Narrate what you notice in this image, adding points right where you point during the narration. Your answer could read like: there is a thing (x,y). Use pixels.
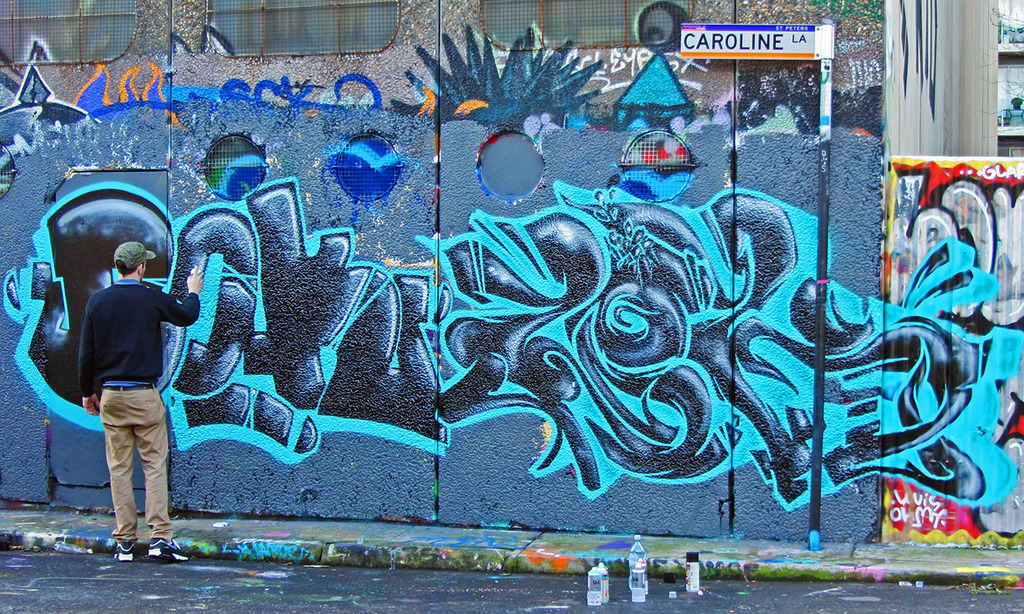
There is a person (147,469) standing and holding bottle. We can see graffiti (338,258) on wall (525,137) and we can see board (728,54) on pole (823,156). We can see bottles (638,590) on surface (414,589).
